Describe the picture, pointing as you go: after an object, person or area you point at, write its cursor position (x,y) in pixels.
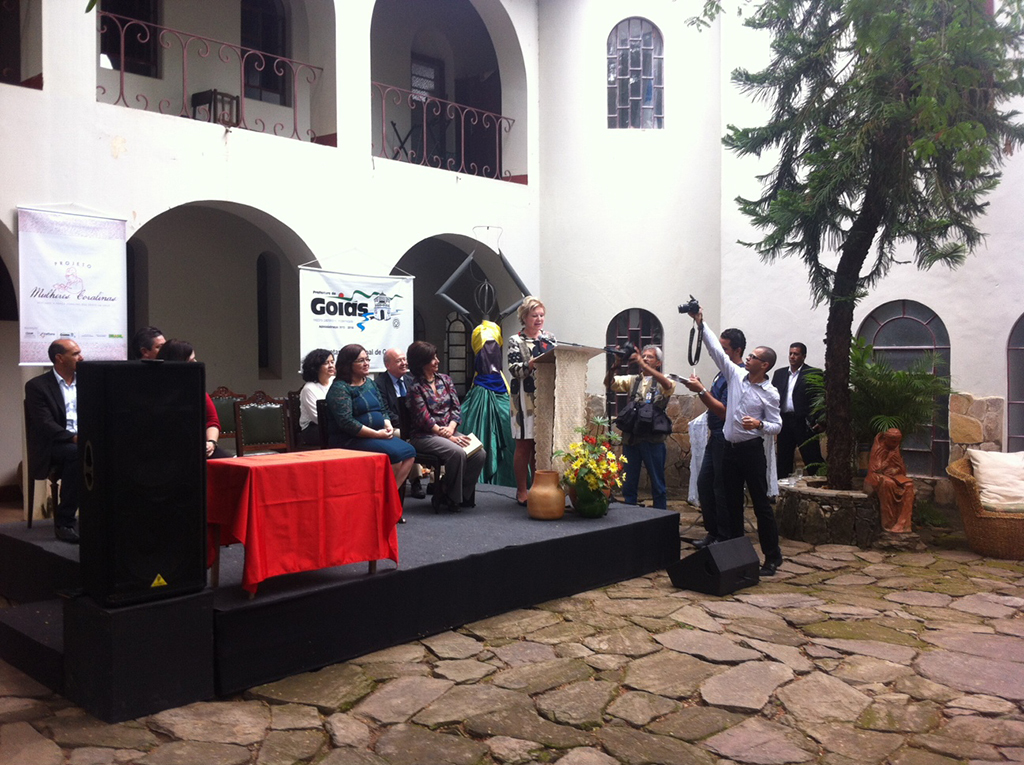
In this image, there are group of people (336,381) wearing clothes (441,418) and sitting on chairs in front of the building (124,207). There is a person (520,382) in the middle of the image (509,395) wearing clothes (525,382) and standing in front of the podium (552,373). There are two persons (740,402) beside the tree (844,362) taking photos with cameras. There is a table (361,464) and speaker (177,476) on the left side of the image (117,490).
